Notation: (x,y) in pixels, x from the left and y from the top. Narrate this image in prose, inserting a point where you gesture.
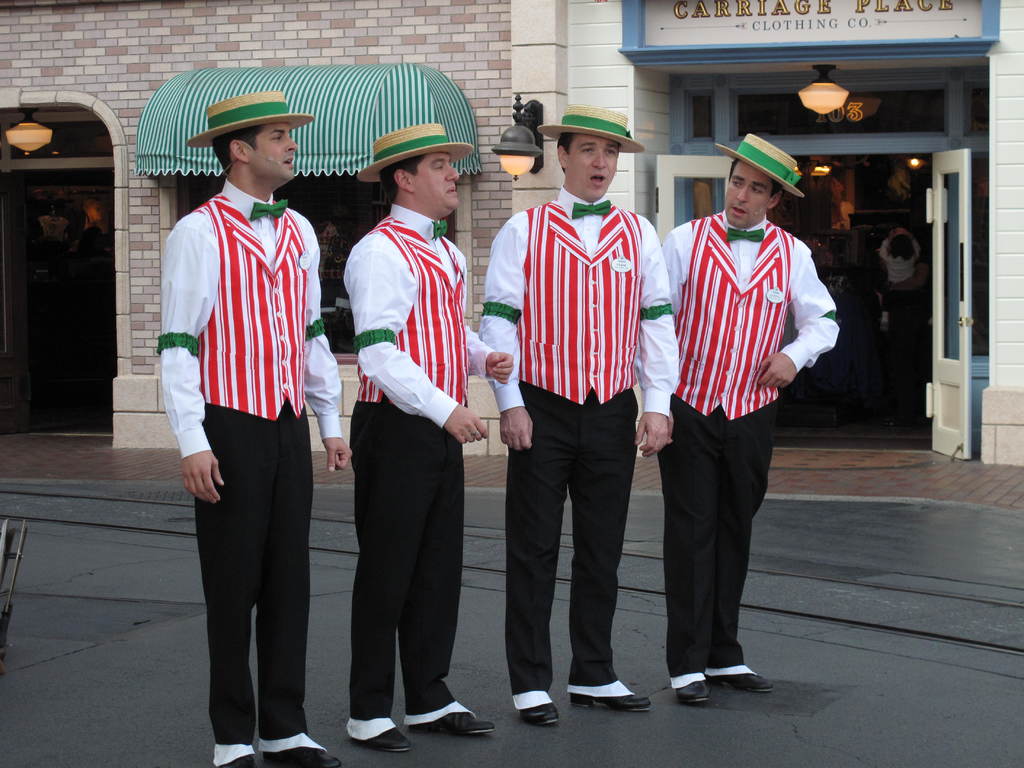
In this picture there are group of people (365,310) with white shirts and black pants (618,424) are standing on the road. At the back (689,105) there is a building (866,97) and there is a board (877,8) on the building (743,47) and there is a text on the board (729,43) and there are lights (834,94) on the wall (149,183). At the back (950,379) there is a door (938,372) and there are group of people (908,387) inside the room (882,229) and there are lights (916,160). At the bottom (194,676) there is a road (162,533).
